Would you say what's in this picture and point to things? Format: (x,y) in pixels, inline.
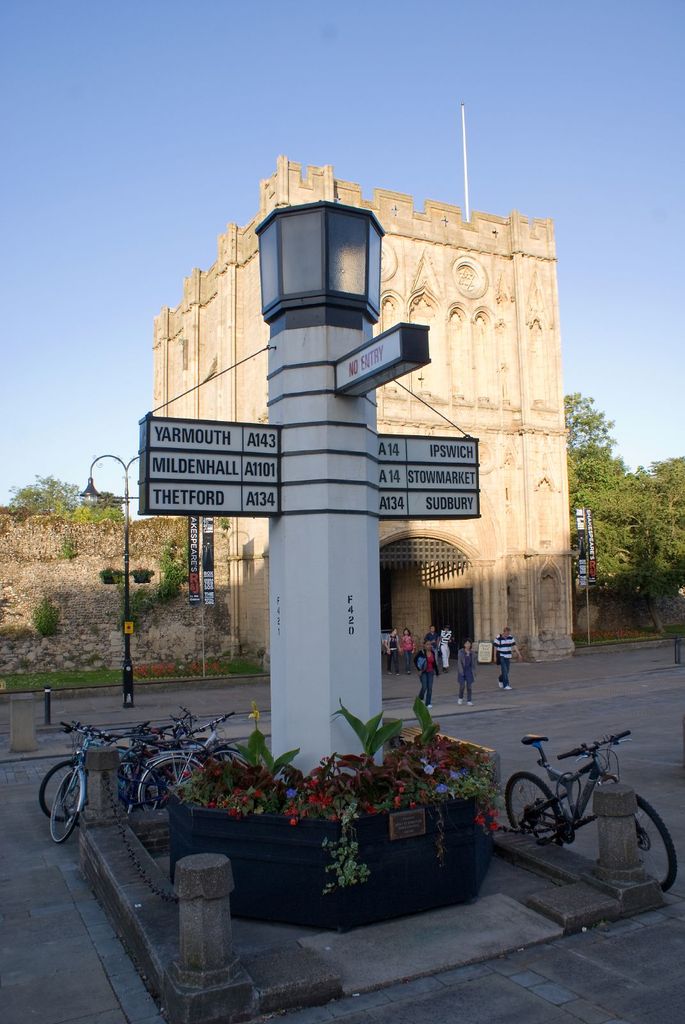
This is an outside view. In the middle of the image (314,549) there is a pillar (292,564). To this pillar (321,522) few boards (197,505) are attached. On the boards (201,457), I can see some text (224,461). Around the pillar (299,719) there are few plants (235,781) and there are few bicycles (574,773) on the ground (468,1004). In the background (444,642) few people (440,650) are standing on the road (443,687) and there is a building (526,496) and some trees (604,509). On the left side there is a light pole (100,458). At the top of the image (201,109) I can see the sky (313,95).
